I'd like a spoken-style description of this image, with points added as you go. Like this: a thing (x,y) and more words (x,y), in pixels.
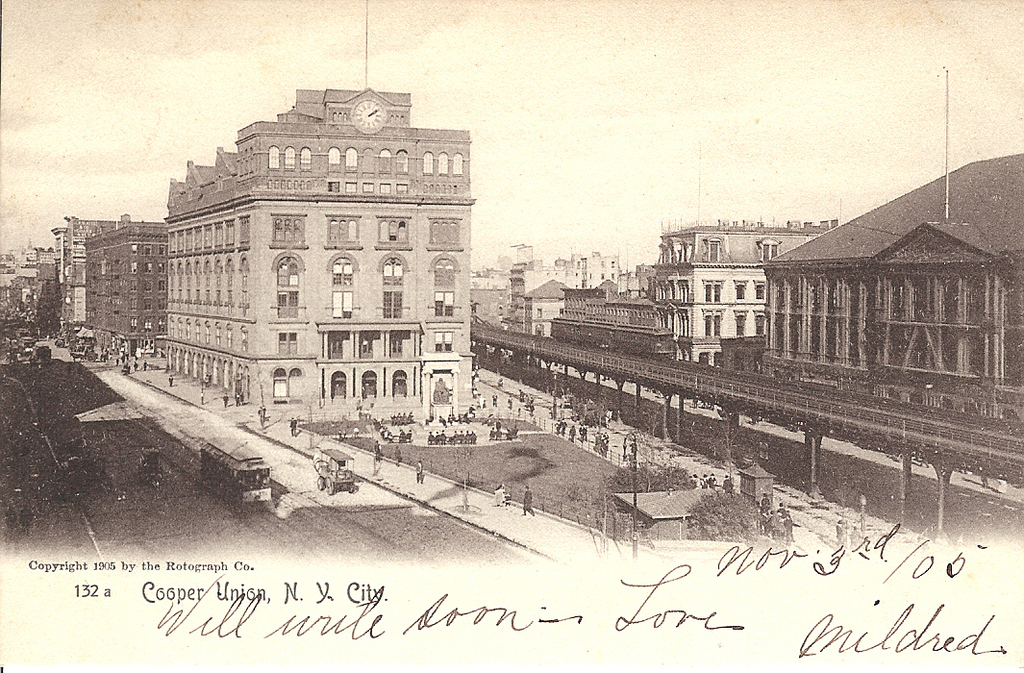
Here in this picture we can see a black and white photograph, in which we can see number of buildings (522,282) present over a place and we can also see number of people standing and walking on the road (150,401) and we can also see grass (550,486), plants (641,486) and trees (604,486) present on the ground (367,434) and we can also see vehicles (246,459) present and on the right side (703,397) we can see a railway track (732,397) present and we can see clouds (122,184) in the sky (64,6) and in the middle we can see a clock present on the building (332,113).
